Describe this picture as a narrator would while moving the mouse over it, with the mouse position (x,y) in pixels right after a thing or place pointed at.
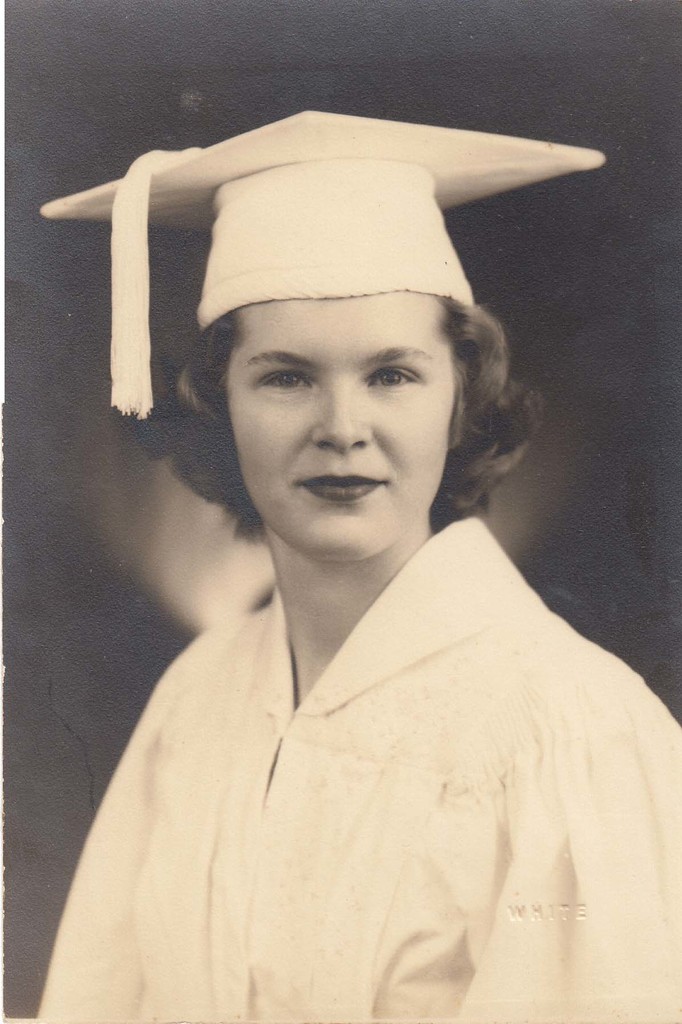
In this image in the foreground (204,459) there is one woman (331,542) who is wearing a hat (338,293), and there is black background (35,638) and some light (192,568).
